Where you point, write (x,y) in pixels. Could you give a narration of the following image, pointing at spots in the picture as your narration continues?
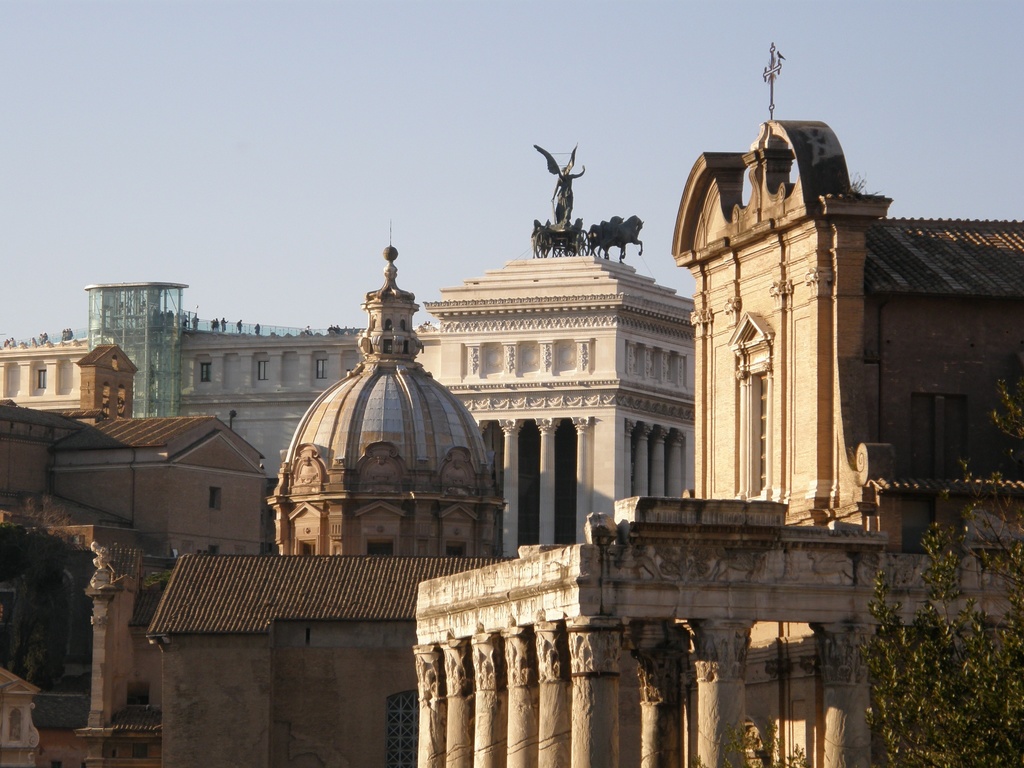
In this image at the bottom there are some buildings (805,476) and some statues (583,244), on the top of the image (356,65) there is sky (608,46) and on the right side (953,584) there are some trees (933,680).
